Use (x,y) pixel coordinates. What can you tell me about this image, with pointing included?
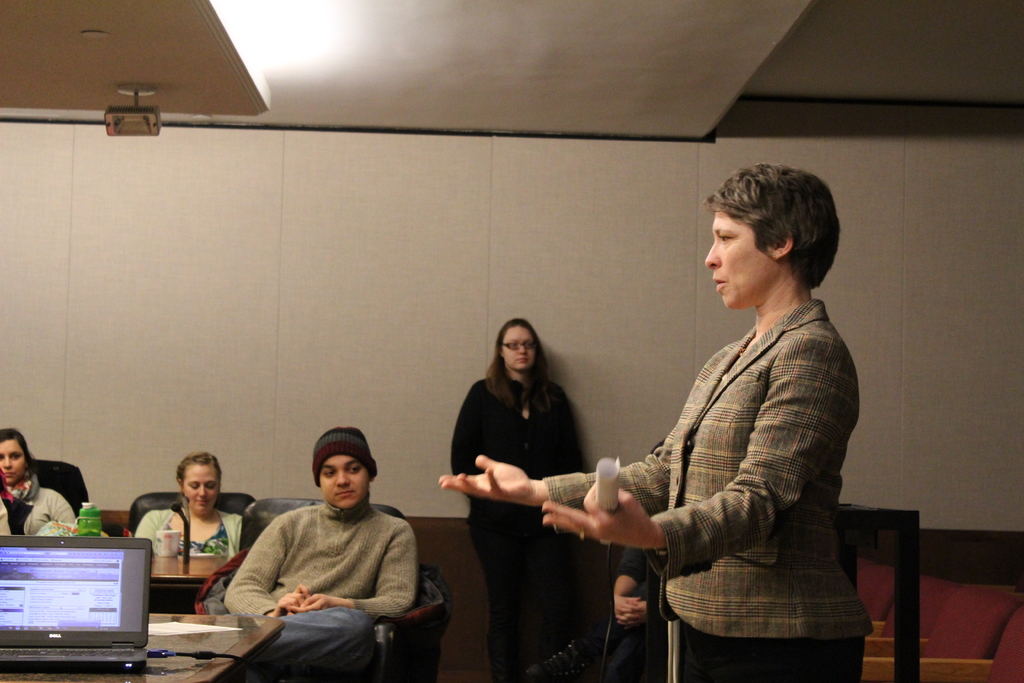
Here in this picture we can see a woman (695,479) standing and we can see a paper (610,495) in her hand (641,519) and she is trying to explain something to the people (403,573) who are sitting in front of her on the chairs (60,477) over there and we can see a table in front of them and on that table (237,645) we can see a laptop (130,581) present and beside her we can see another woman (498,398) standing over the wall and at the top (153,126) we can see a projector (141,91) and a light (282,63) present over there.
